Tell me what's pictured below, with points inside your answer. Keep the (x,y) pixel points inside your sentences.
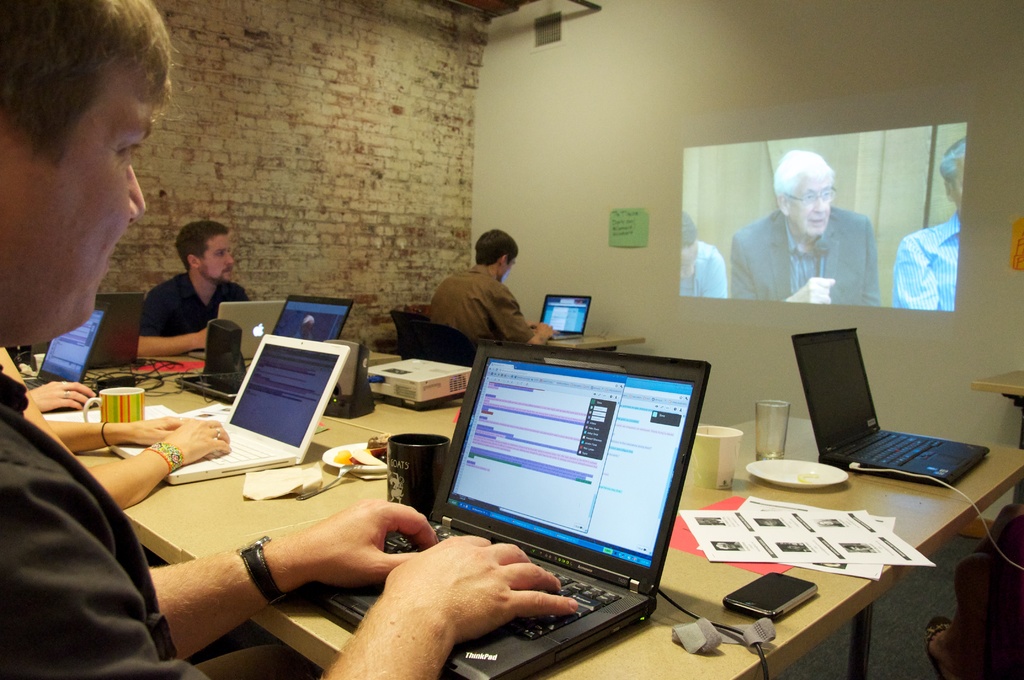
In this image there are a few people (115,226) seated on chairs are working on the laptops (279,435), in front of the people (133,467) on the table (694,571) there is a projector (386,393), cups (406,478), papers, mobile phones (756,601) and some cables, in front of them on the wall (776,354) there is a screen (687,218).
